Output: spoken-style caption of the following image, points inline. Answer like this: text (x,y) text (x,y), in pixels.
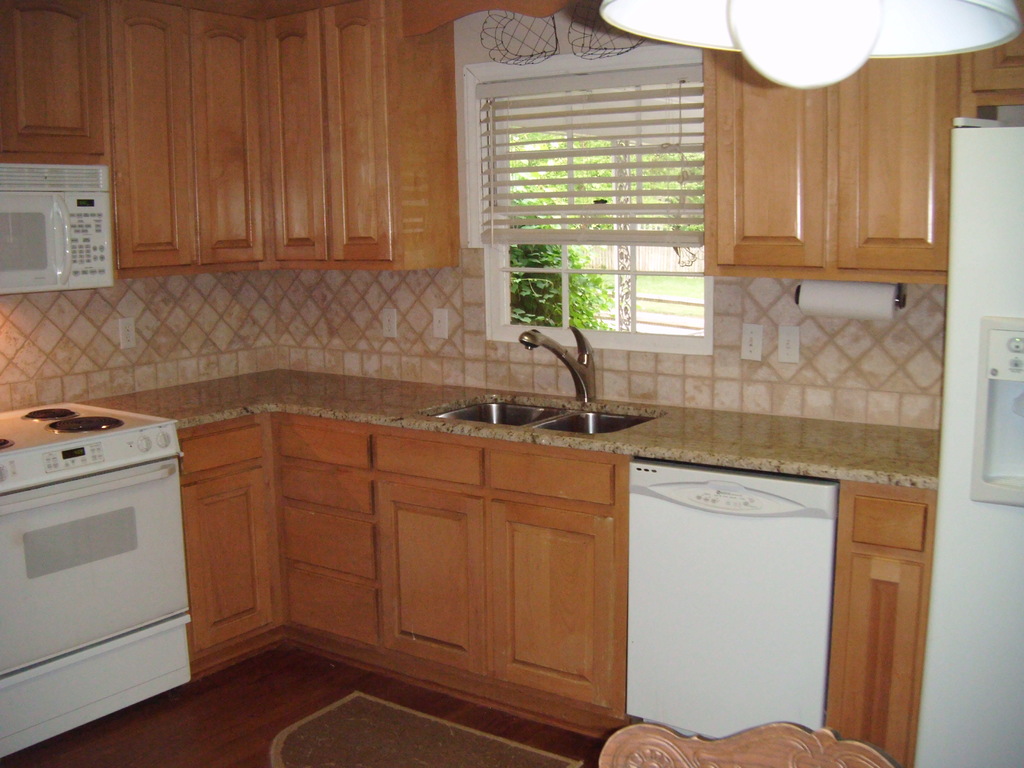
In this picture we can see tap (589,405), sink (614,418) and a machine (63,694) on the left side (36,585). We can see a few wooden cupboards (428,60) from left to right. There is a tissue (807,287) on a rod (896,287). We can see a few switch boards (132,333) on the wall (888,357). We can see some trees (650,160) in the background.
